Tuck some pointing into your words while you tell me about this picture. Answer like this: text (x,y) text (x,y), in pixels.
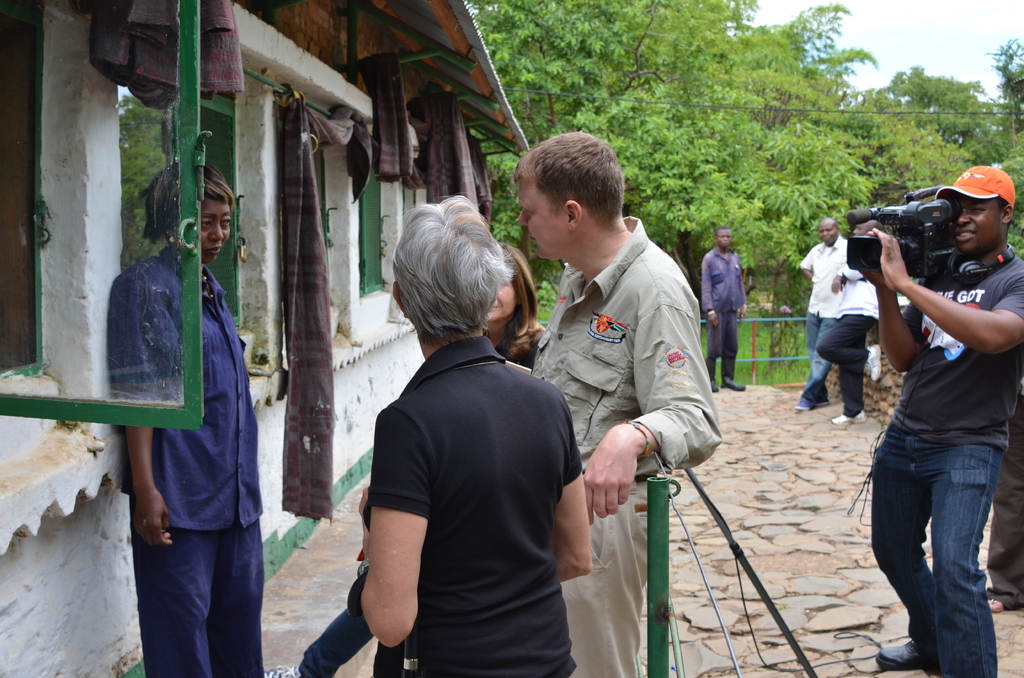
In this image there are group of people (500,510) standing in front of building (30,255) and doing some act, in which one of them is capturing with camera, around them there are so many trees (1012,56).
